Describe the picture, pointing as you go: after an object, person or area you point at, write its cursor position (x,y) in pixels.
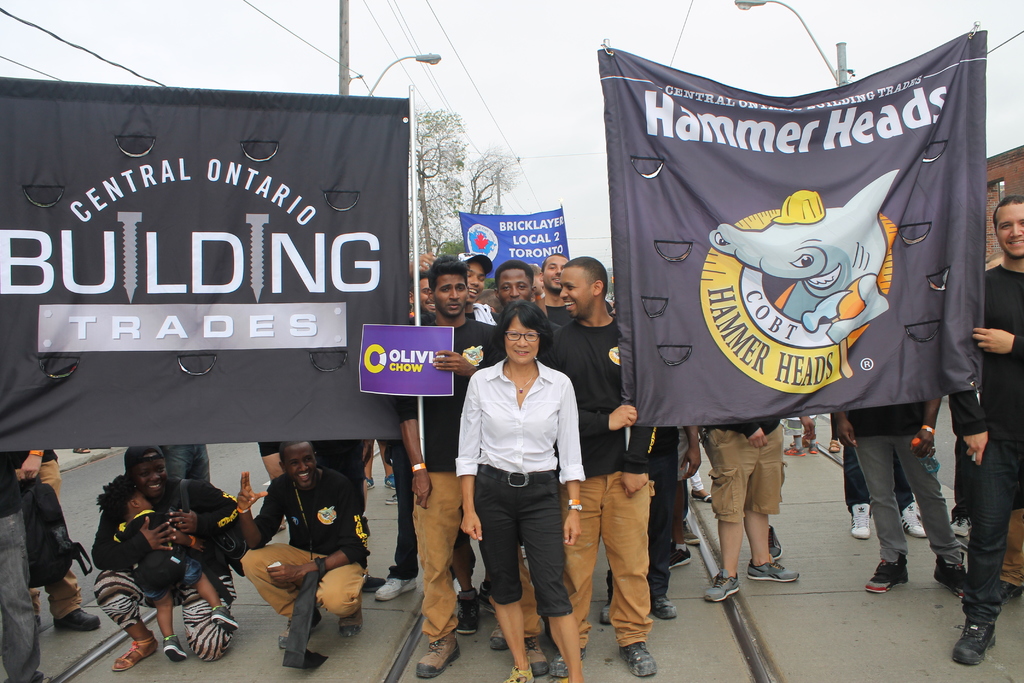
In this image I can see group of people (990,437) standing and holding few banners (7,249). In front (498,417) the person (487,565) is wearing black and white color dress (510,430). Background (557,179) I can see few light poles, trees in green color, a building (1015,176) in brown color and the sky (489,47) is in white color.
